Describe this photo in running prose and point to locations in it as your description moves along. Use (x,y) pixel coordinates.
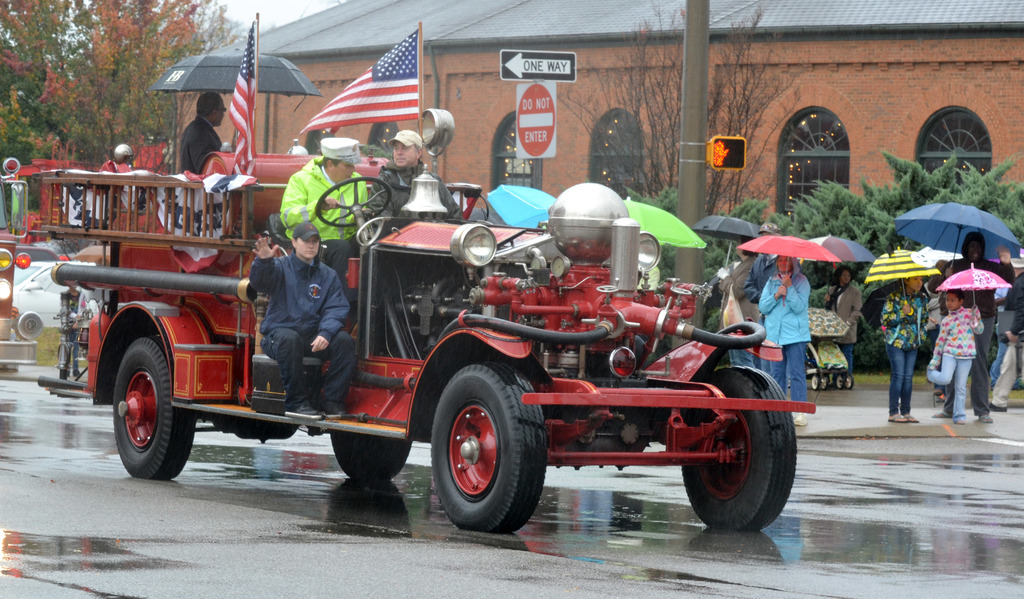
In this picture I can observe a red color vehicle (384,396) moving on the road (676,554). There are some people (318,294) sitting in the vehicle (503,291). On the right side (933,288) some of the people (974,331) are standing on the land (861,399) holding umbrellas (788,242) in their hands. I can observe a pole (691,170) on the right side (688,190). In the background (98,52) there are trees (123,72) and a building (581,93).
